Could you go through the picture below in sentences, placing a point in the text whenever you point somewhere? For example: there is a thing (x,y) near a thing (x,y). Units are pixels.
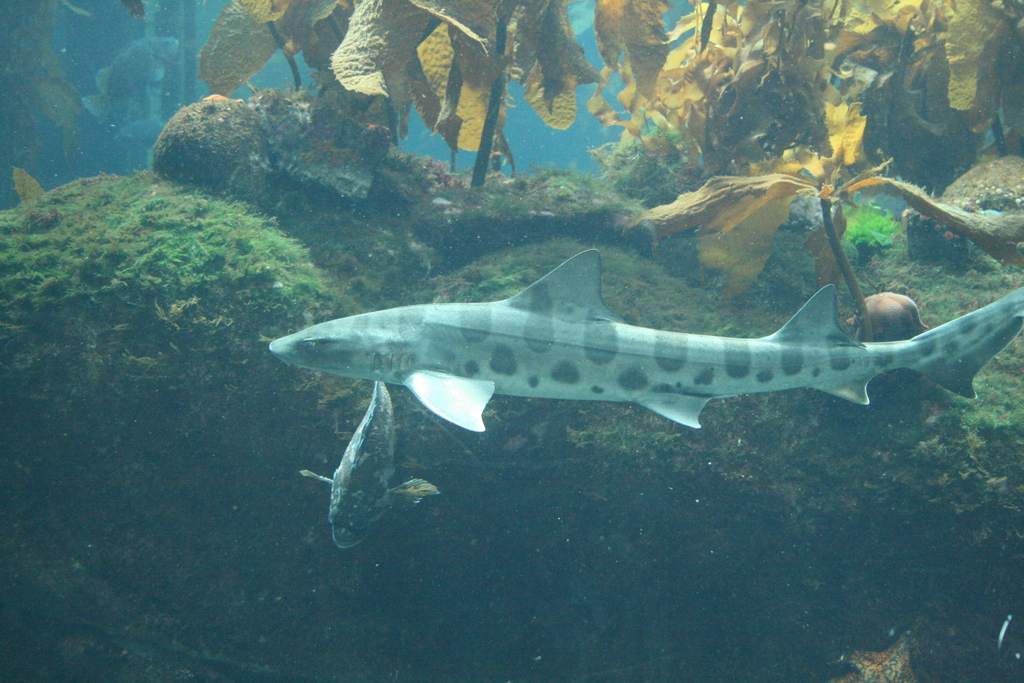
In this picture we can see fish (534,371) underwater. Behind there are some coral rocks (436,255) and sea plants (717,120).
